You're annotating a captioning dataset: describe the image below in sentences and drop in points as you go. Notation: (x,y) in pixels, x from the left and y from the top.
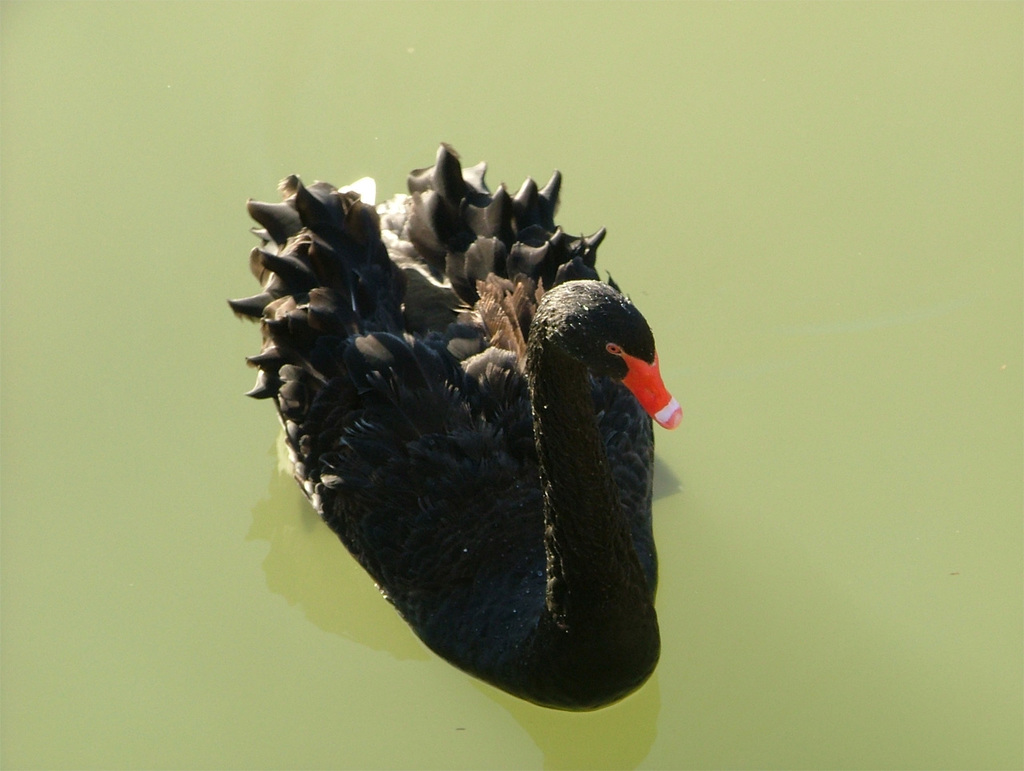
In the image we can see there is a black colour swan (374,369) swimming in the water (121,473).
